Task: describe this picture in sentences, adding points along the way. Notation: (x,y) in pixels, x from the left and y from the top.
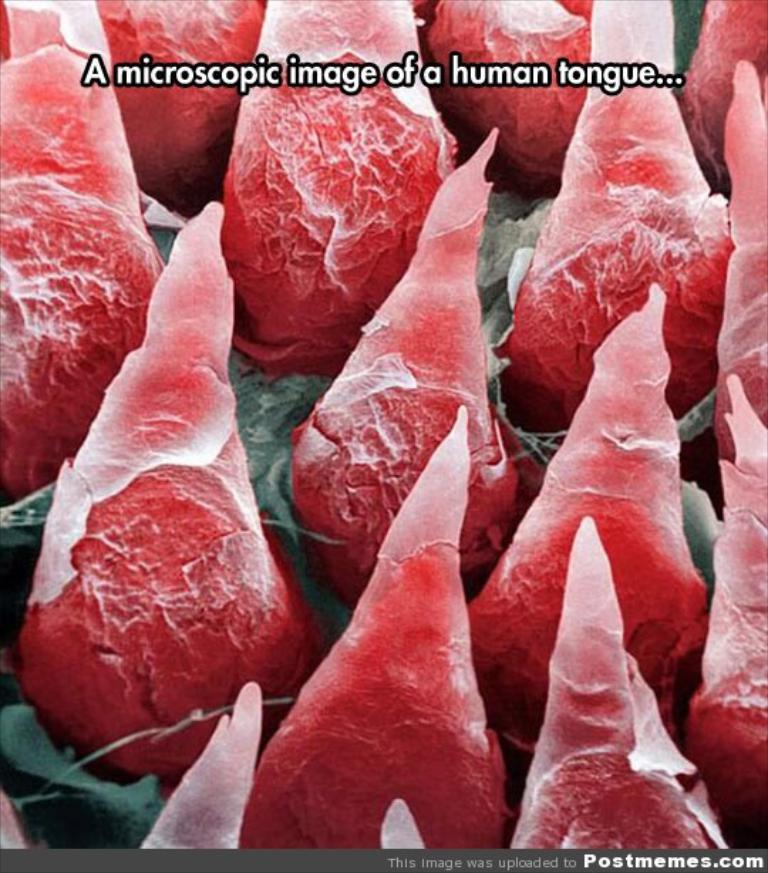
In this picture we can see the microscopic of human tongue (522,237). At the bottom (379,854) there is a watermark (416,872).
